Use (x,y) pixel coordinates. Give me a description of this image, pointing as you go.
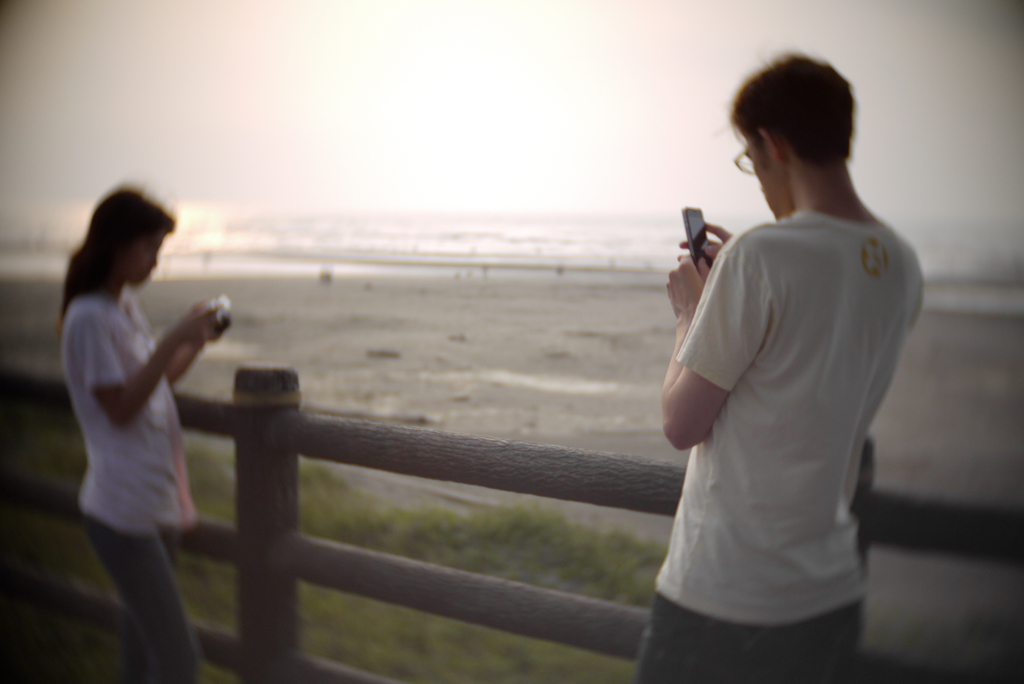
On the right side (899,358), we see a man (711,301) in the white T-shirt (901,256) is standing and he is holding a mobile phone (690,216) in his hands (714,251). Beside him, we see the wooden fence (467,574). On the left side (129,225), we see a woman (139,364) in the white T-shirt (116,460) is standing and she is holding an object (219,320) in her hands (201,309). At the bottom (505,535), we see the grass (455,651). In the background (445,227), we see water (441,237) and this water (384,250) might be in the sea (485,252). At the top (256,98), we see the sky (475,132) and the sun (405,137).
